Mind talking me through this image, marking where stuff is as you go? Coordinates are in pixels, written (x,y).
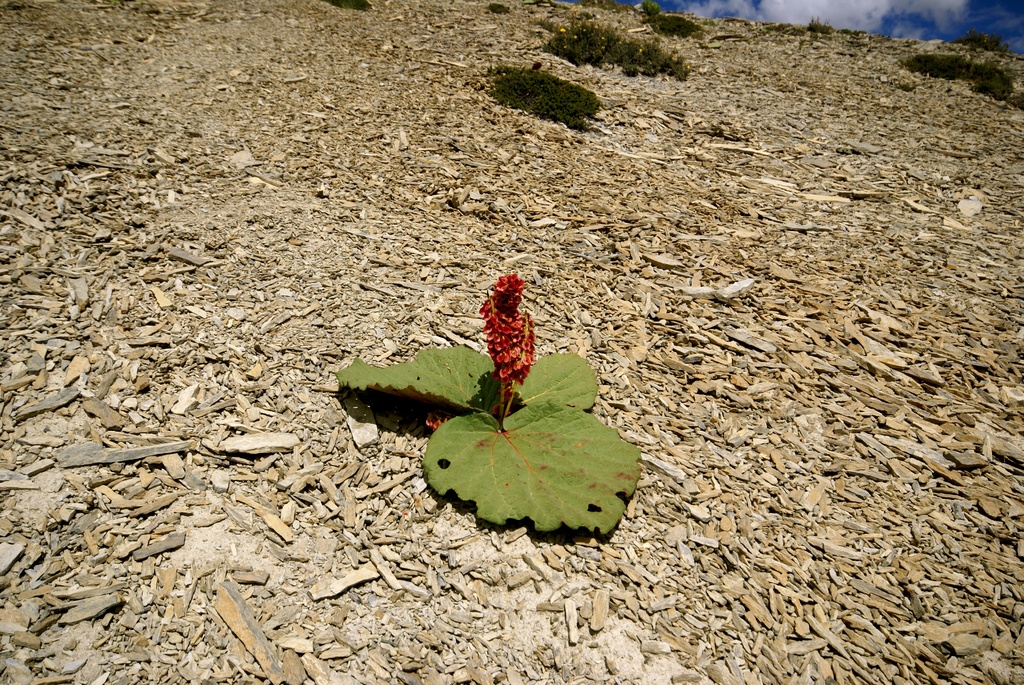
In the center of the image (515,393) there is a plant (518,418). At the bottom (694,539) there are stones (703,207). In the background (832,18) there is sky (921,18).
